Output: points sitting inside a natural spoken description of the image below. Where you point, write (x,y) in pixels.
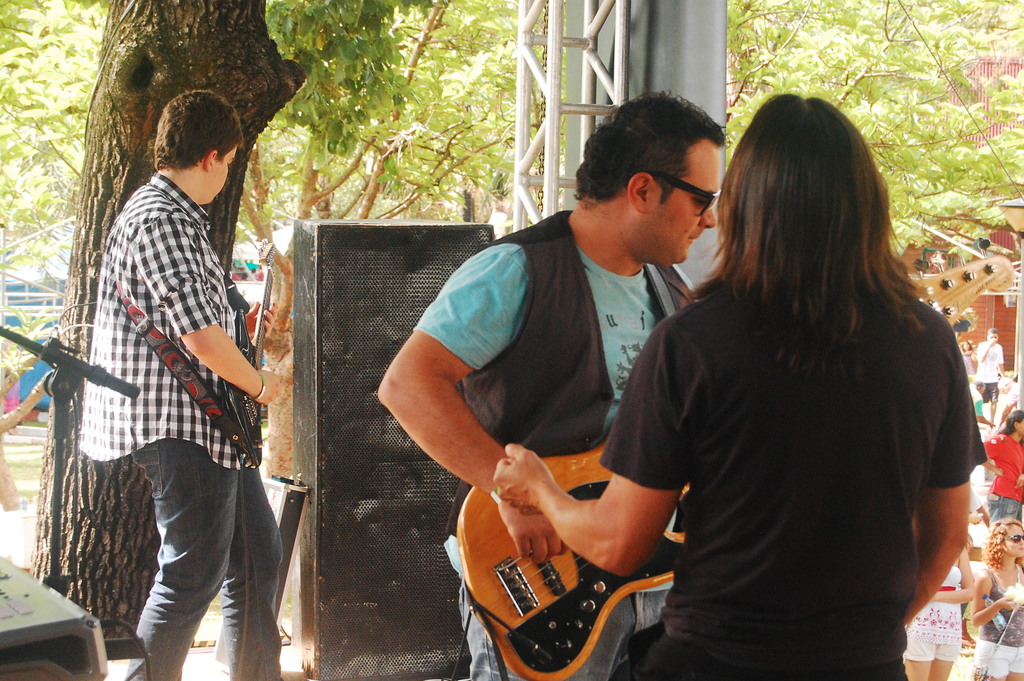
In this picture we can see three persons (696,147) mainly and both the persons (225,339) are holding guitar (668,577) in their hand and here it is a mic stand (57,373), speaker (321,349), steel ladder (551,90) and this is a tree (460,53) and in background (992,372) we can see so many people (1022,545) standing.
